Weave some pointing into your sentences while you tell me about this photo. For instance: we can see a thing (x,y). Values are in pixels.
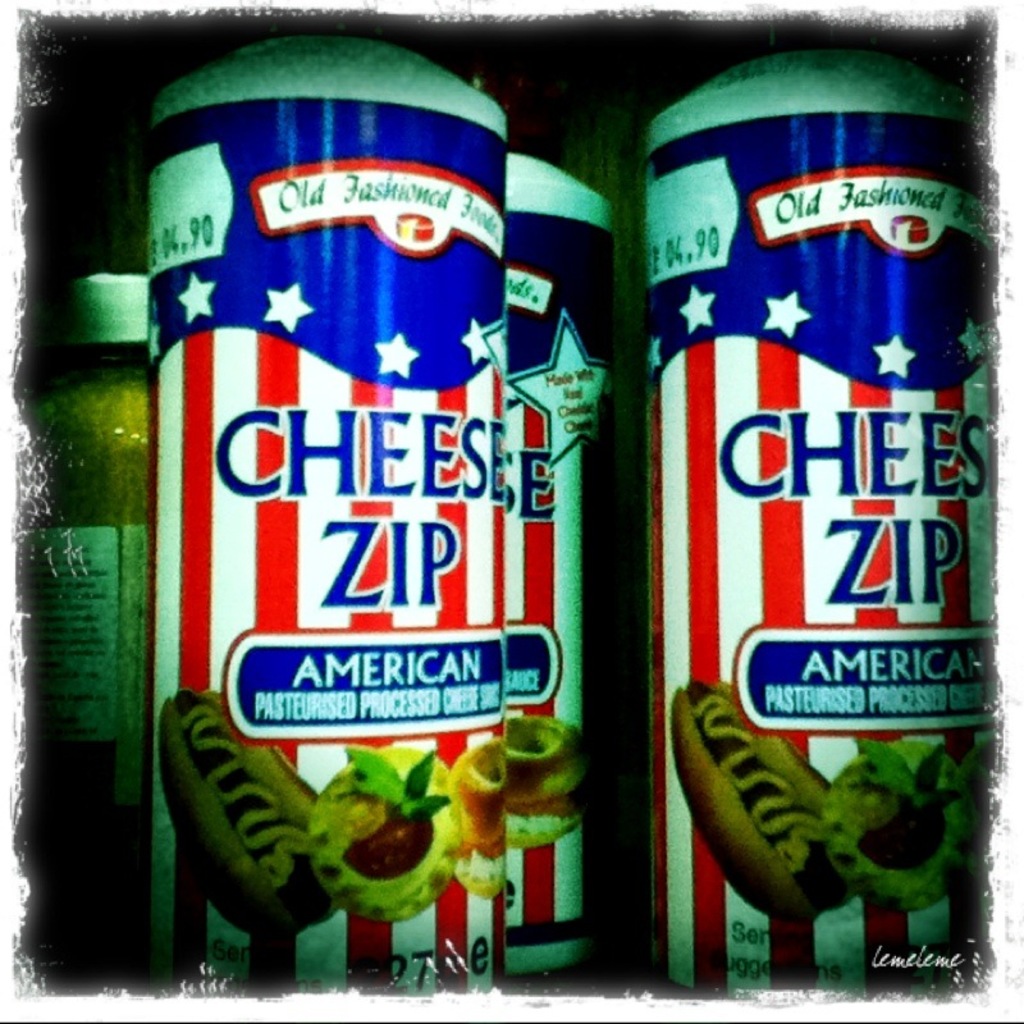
In this picture we can see bottles (419,718) with stickers (688,291) on it and on these stickers (211,593) we can see food items (495,739) and some text (343,583) and in the background (79,489) we can see a jar (96,393) with a lid (126,322).
